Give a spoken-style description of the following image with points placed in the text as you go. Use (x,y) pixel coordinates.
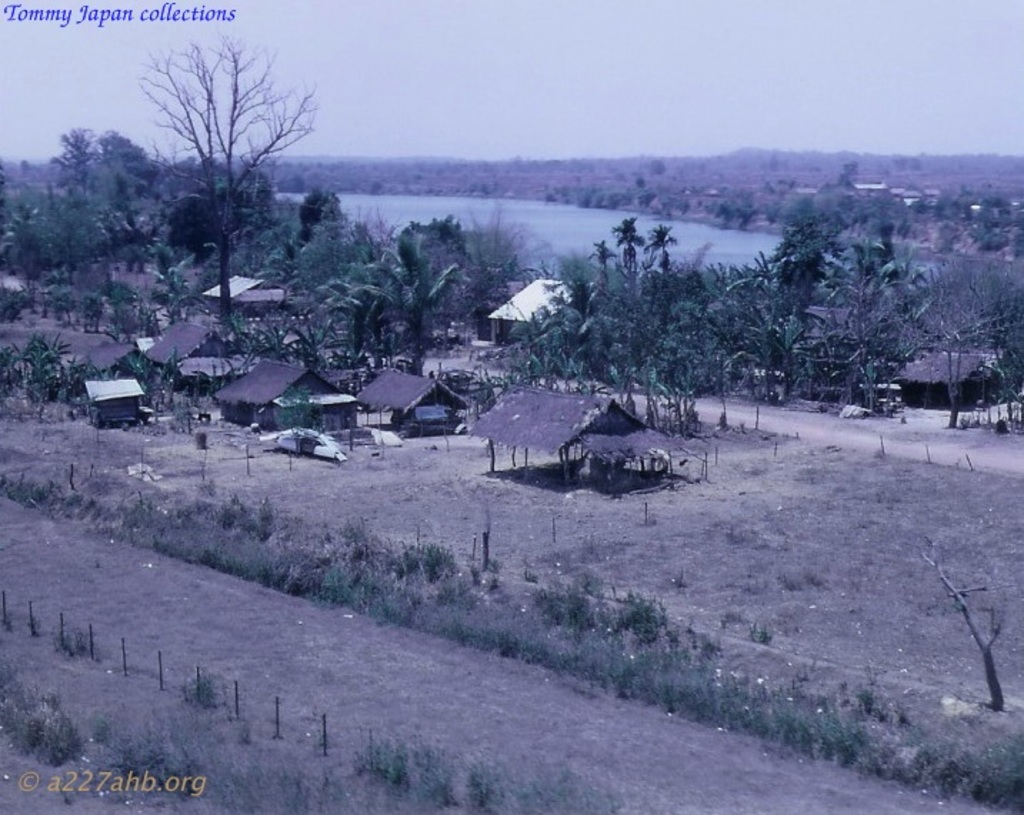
In this picture we can see few plants (297,543), houses (393,421), trees (448,301) and water (555,253), in the top (153,22) and bottom left (87,793) hand corners we can see some text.
